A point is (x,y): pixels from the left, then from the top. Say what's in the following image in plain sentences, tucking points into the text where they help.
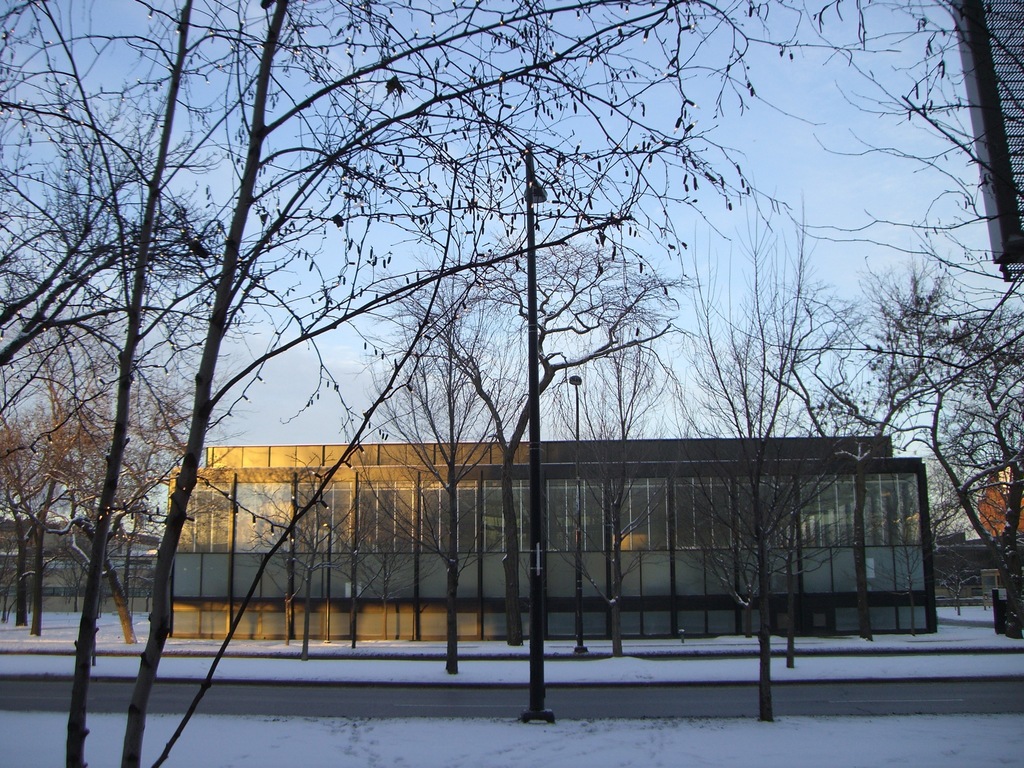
In this picture we can see the road (259,702), snow (871,665), trees (619,642), light poles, buildings (570,563) and in the background (839,94) we can see the sky (687,114).
